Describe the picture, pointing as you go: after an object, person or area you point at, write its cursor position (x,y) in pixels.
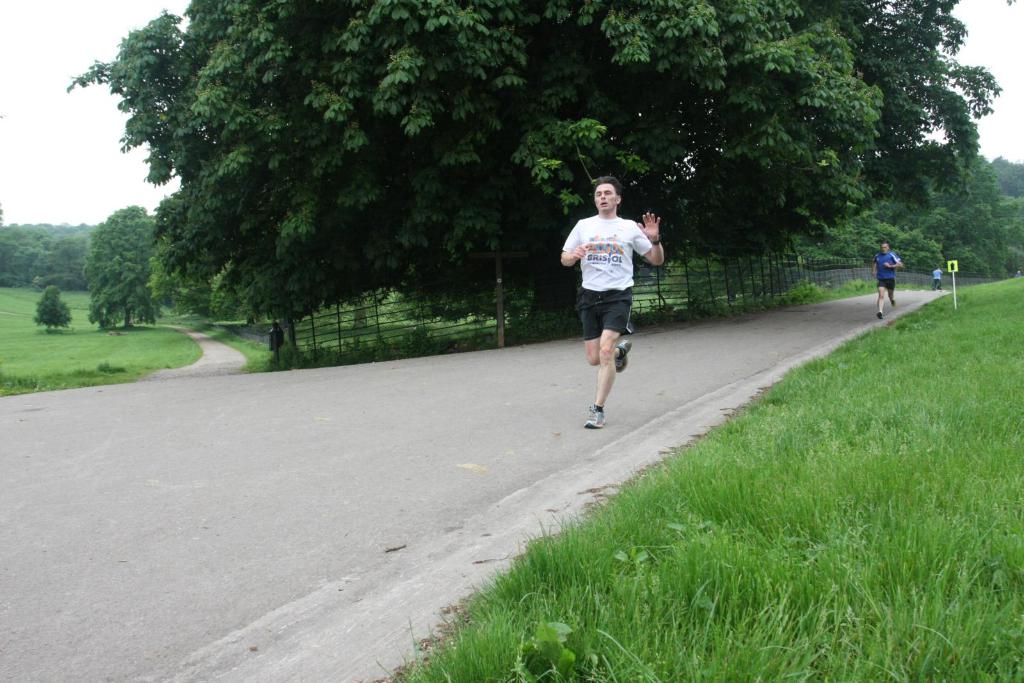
In this picture we can see few people (877,265), who are running on the road (566,396), beside to them we can find a sign board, grass (796,449), fence (923,279) and trees (408,214).
